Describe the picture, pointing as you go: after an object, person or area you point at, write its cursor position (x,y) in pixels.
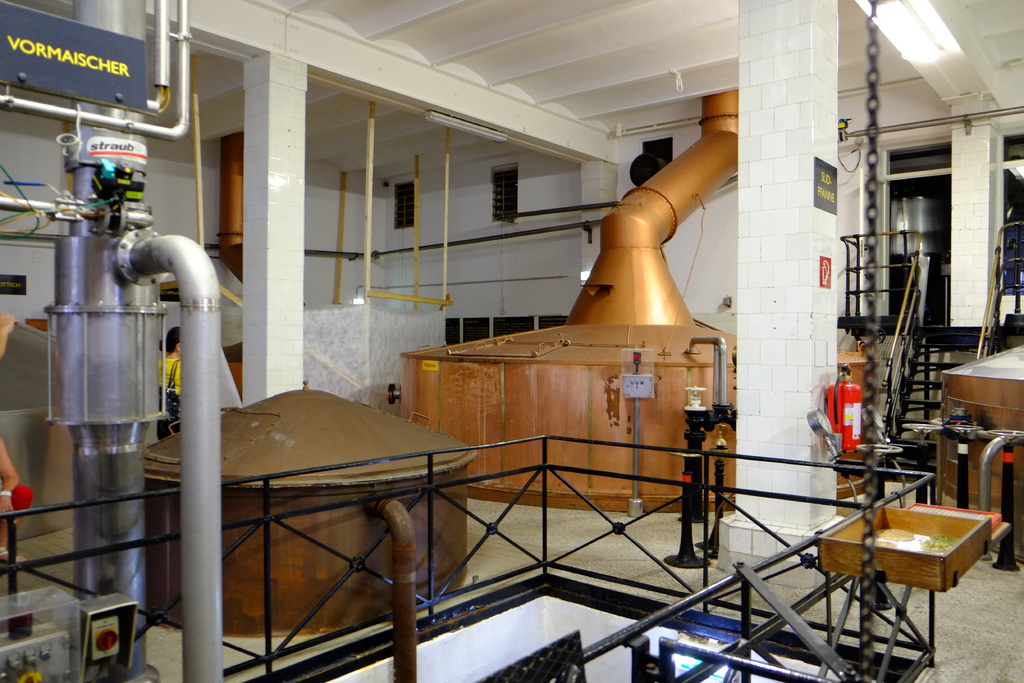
This picture is an inside view of a room (397,187). In this picture we can see some machines (380,476), pipes (156,80), boards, wall (552,178), stairs (932,326), fire extinguisher (844,412), floor (939,612). At the top of the image (530,48) there is a roof (530,48).
